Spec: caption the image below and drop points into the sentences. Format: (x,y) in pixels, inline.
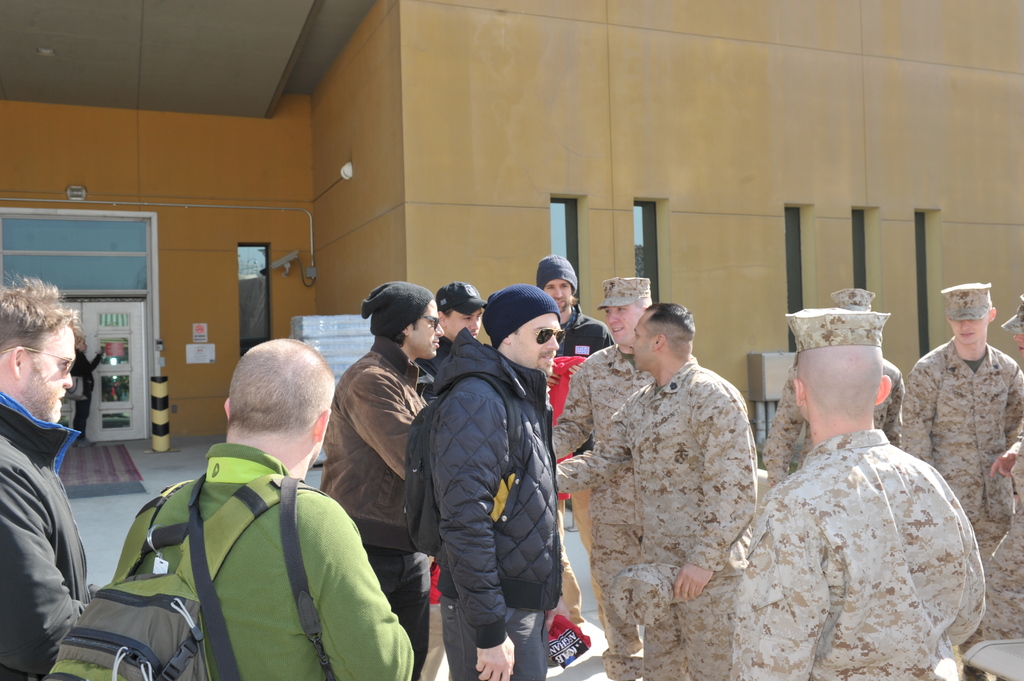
In this image we can see men (831,575). Right side of the image (783,518) men (662,486) are wearing army uniform (802,478). Left side of the image (294,595) six men (397,421) are there. One man (330,609) is wearing green color dress (324,595). The other one (438,424) is wearing black jacket (492,483) and carrying black bag (430,508). Background of the image (326,227) building (397,169) is there and we can see white color door (132,367).
